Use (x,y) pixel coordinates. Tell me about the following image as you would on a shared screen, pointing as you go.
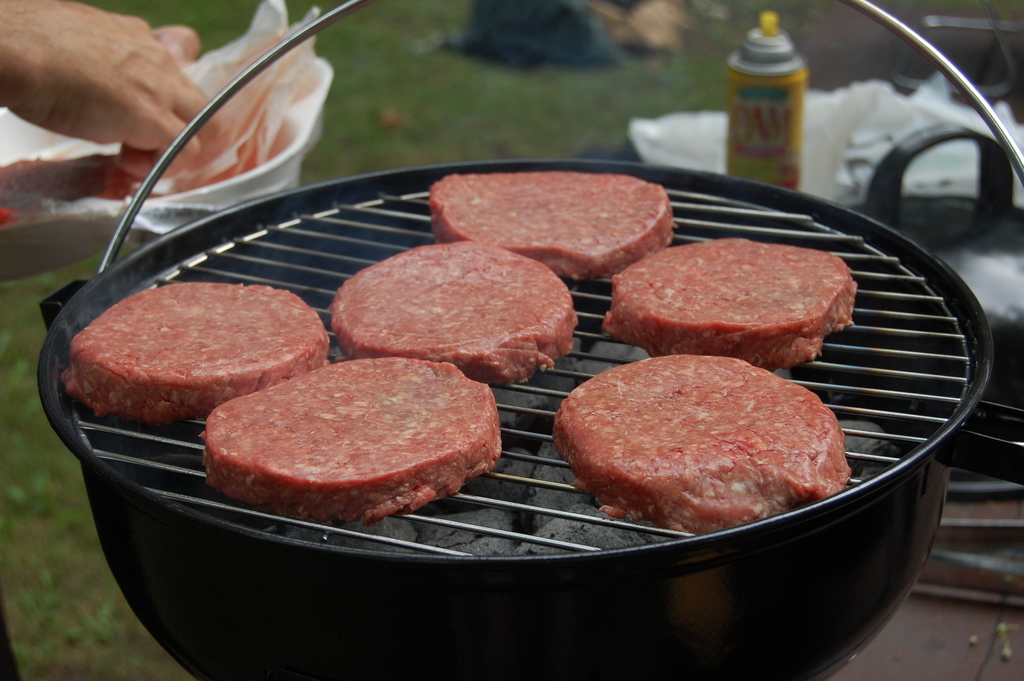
In this image in the middle (508,449) there is bowl (517,564), grill (641,526) on that there are meat pieces (544,341). On the left (86,117) there is a person (158,116), holding bowl (226,190) and tissues (250,141). In the background (921,206) there are bowls (1003,205), grills (976,235), bottle (794,80), tissues (825,134), grass (464,92).
